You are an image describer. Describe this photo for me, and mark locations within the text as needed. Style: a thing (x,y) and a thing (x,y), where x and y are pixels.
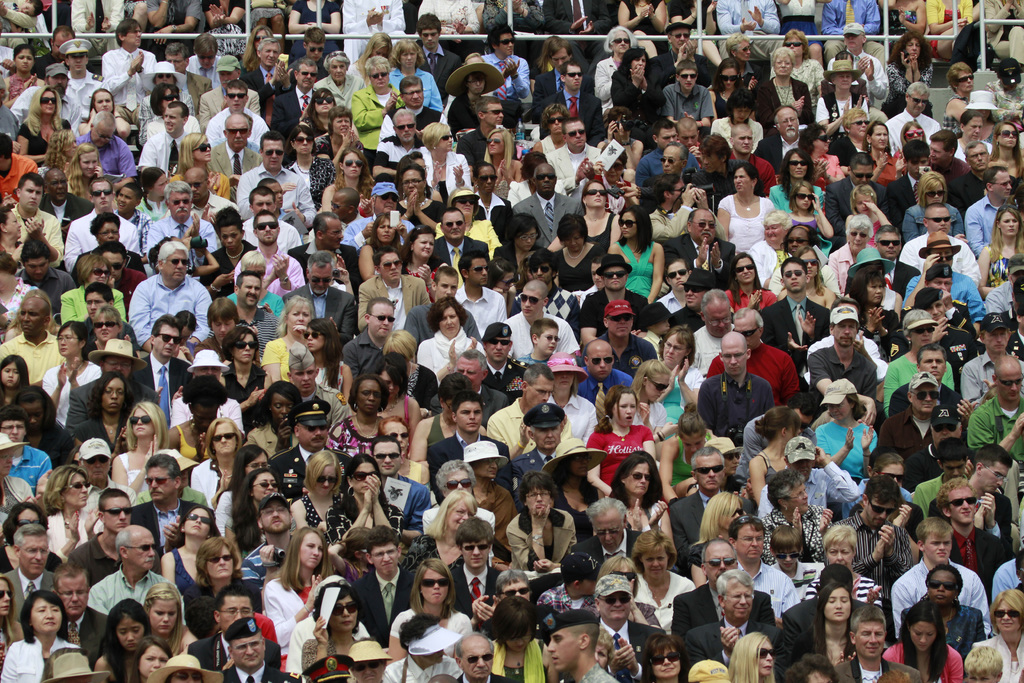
In this image we can see a group of people (494,205).
